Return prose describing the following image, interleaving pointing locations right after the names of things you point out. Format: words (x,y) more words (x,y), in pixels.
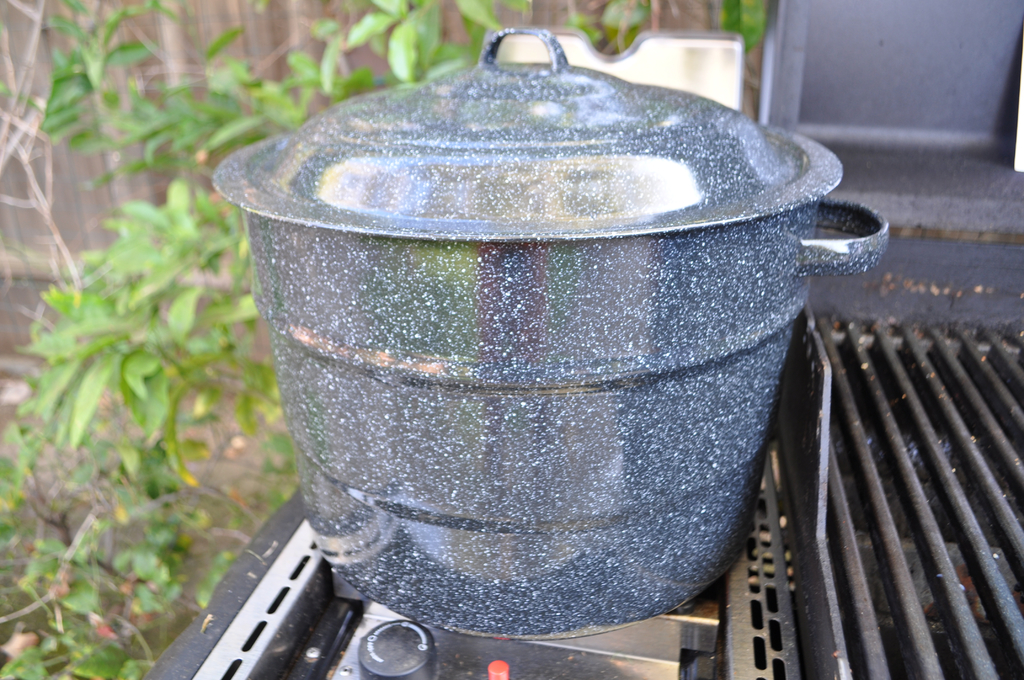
It is a vessel (702,423) on the stove (641,638), on the right side (935,512) there is a grill (975,469). On the left side (121,108) there are trees (101,127) in this image.
